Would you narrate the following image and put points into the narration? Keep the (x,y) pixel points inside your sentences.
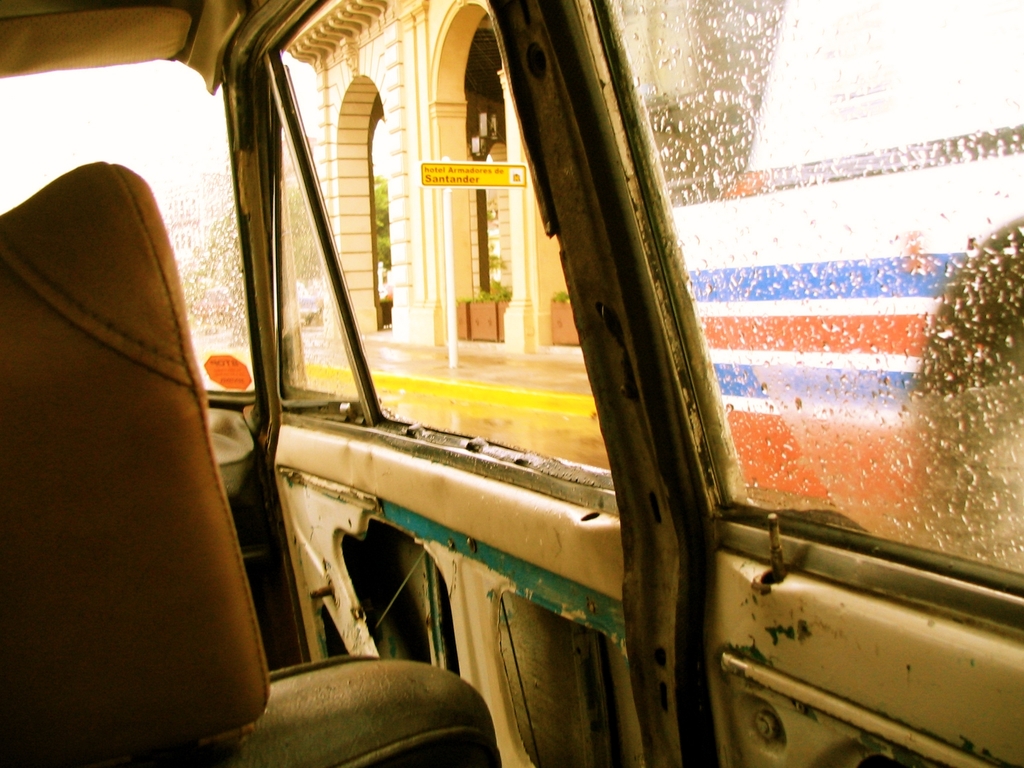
In the image I can see a vehicle (483,520) from which we can see a building (457,218) and also I can see some water drops (768,401) on the mirror (770,396).
